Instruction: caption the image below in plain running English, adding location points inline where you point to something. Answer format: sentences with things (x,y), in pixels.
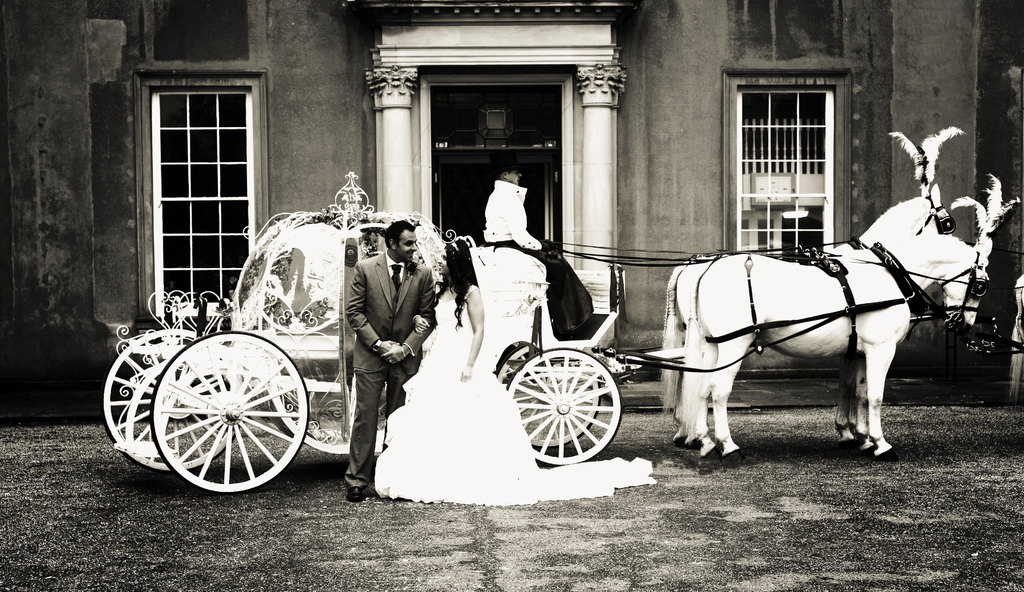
It looks like a black and white picture. We can see a man (514,217) is sitting on the horse cart (515,253) and in front of the cart (332,277) there are two people (395,342) standing on the path (346,533) and behind the cart (492,327) there is a building (604,135).
